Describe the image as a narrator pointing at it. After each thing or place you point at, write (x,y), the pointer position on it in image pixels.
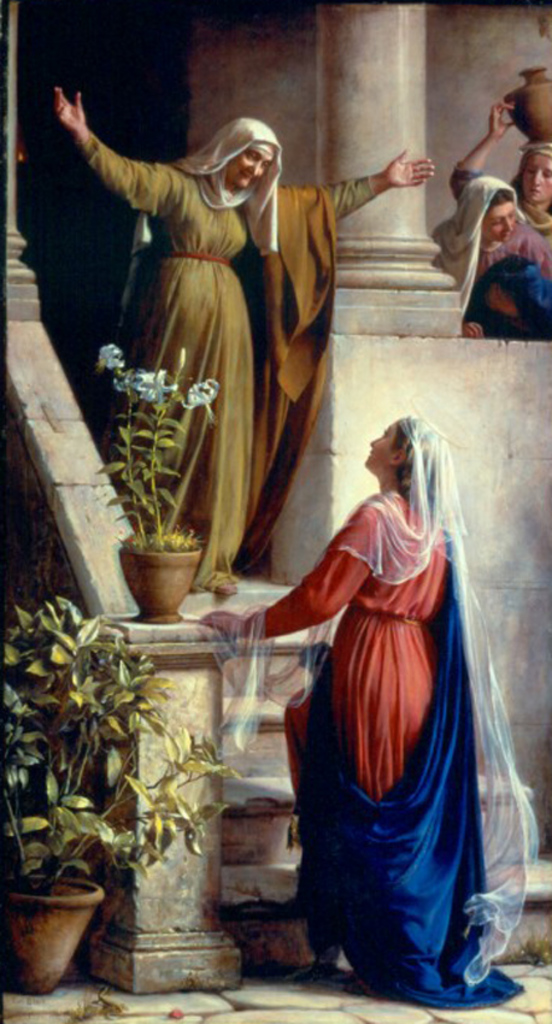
In this picture we can see four women (208,440) standing, house plants (13,900), steps (290,850), pillar (394,222) and in the background (259,76) we can see wall (460,77).
